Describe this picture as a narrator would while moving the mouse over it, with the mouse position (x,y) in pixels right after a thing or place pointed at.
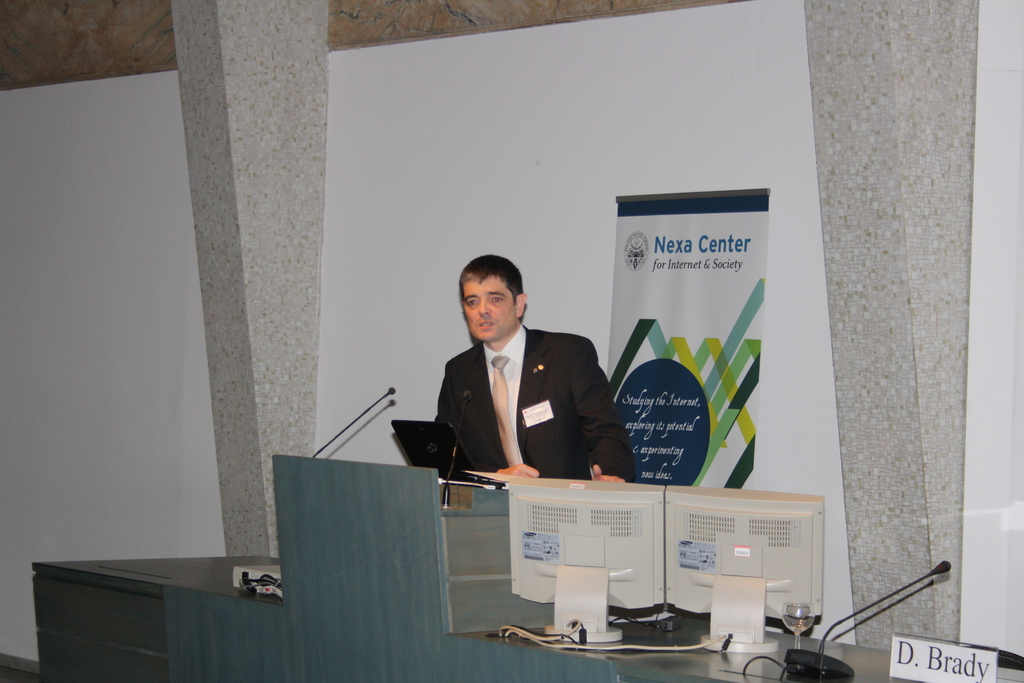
A man (458,415) is speaking at a podium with two mics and a laptop (425,435) in front of him.
